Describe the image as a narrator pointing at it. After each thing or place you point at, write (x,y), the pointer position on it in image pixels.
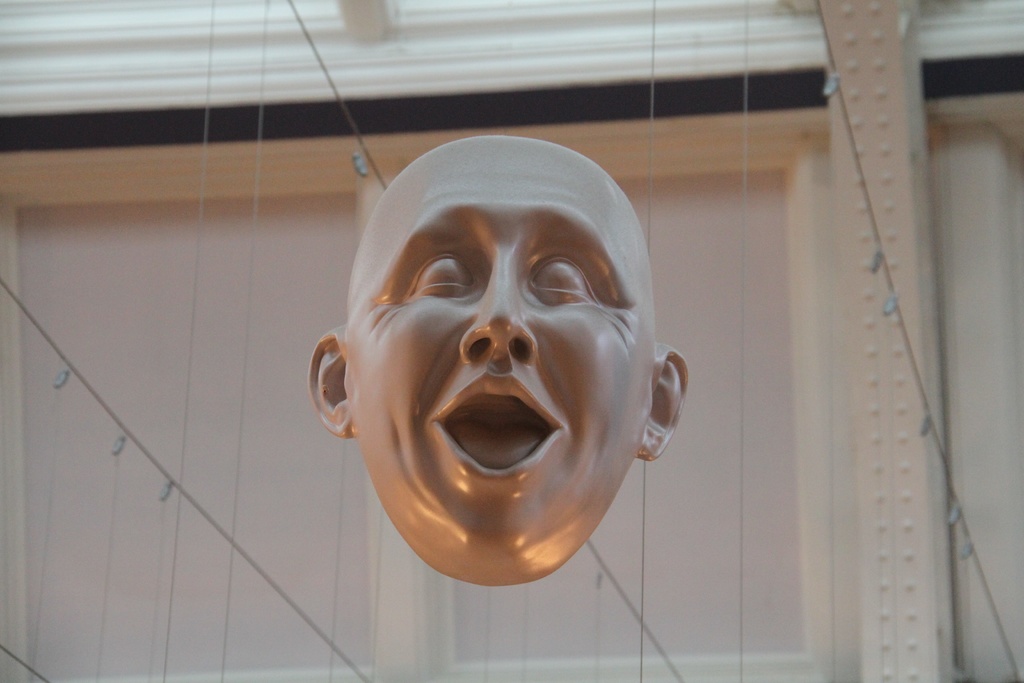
In this image there is a mask (537,265) of a person's face (449,358), behind that there are strings (748,81) and there is a window (29,612) on the wall (224,170).
